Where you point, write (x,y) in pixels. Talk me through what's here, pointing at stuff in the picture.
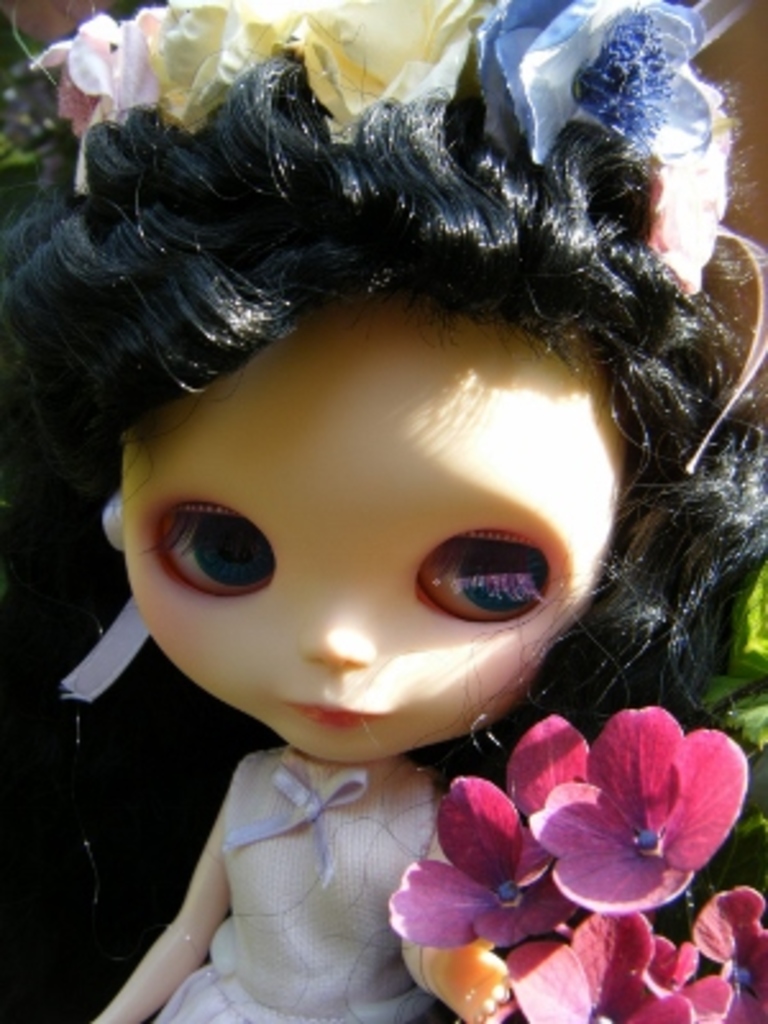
In this image in the center (410,527) there is one doll (383,865), and on the right side (638,862) there are some flowers (638,911).
